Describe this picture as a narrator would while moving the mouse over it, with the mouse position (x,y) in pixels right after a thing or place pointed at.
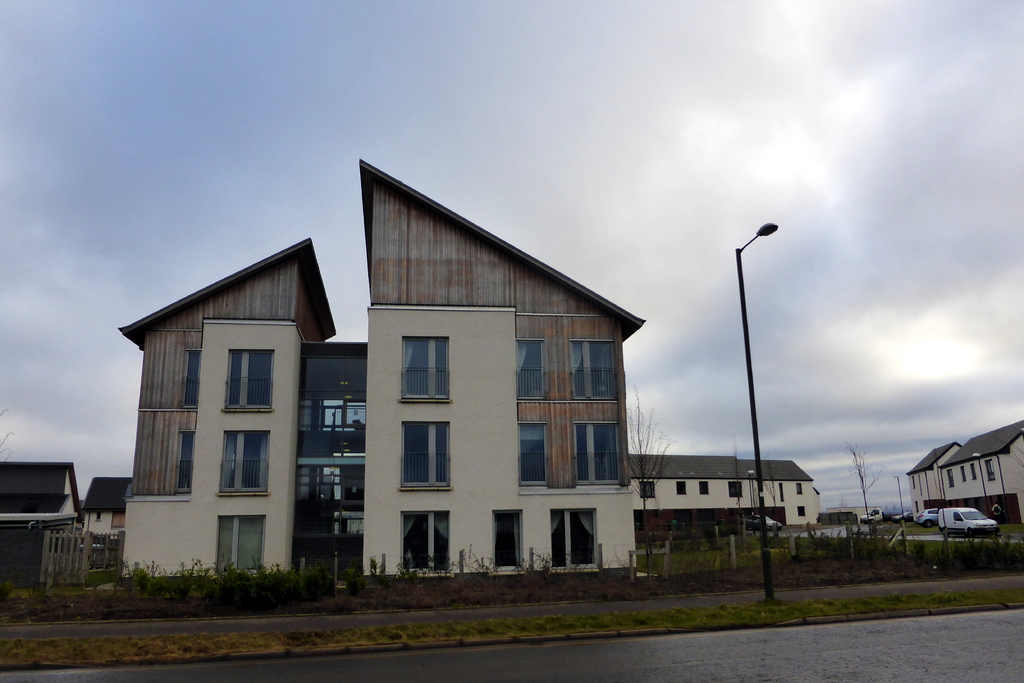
In the foreground of this picture (719,642), there is a road (750,658), grass (712,608) and pole (768,579). In the background (642,382), there are buildings (791,463), cars (891,515), trees (877,487) and the cloud (371,143).
